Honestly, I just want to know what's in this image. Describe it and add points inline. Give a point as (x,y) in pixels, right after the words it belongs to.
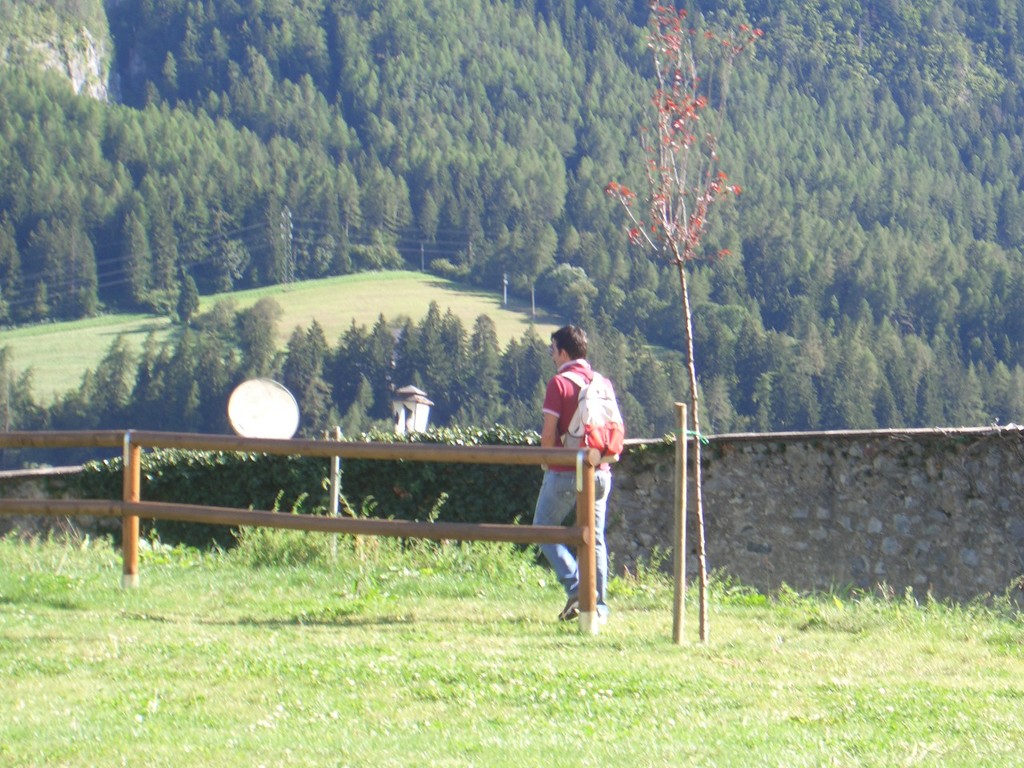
This image is taken outdoors. At the bottom of the image (303,685) there is a ground (258,675) with grass (536,638) on it and there are a few plants (309,541) on the ground (922,607). In the background (745,375) there are many trees (81,213) and plants (924,297) with leaves (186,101), stems (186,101) and branches (818,106) on the ground (126,330). There are a few poles (282,228) with a few wires (130,263). There is a wall (650,487) and there is a creeper (176,457) with green leaves (176,480) and stems (178,457). There is a railing (226,511). In the middle of the image (556,470) a man (541,518) is walking on the ground (520,552). There is a tree (681,288) and there are a few plants (249,527) on the ground (540,605). There is an object (257,410).
